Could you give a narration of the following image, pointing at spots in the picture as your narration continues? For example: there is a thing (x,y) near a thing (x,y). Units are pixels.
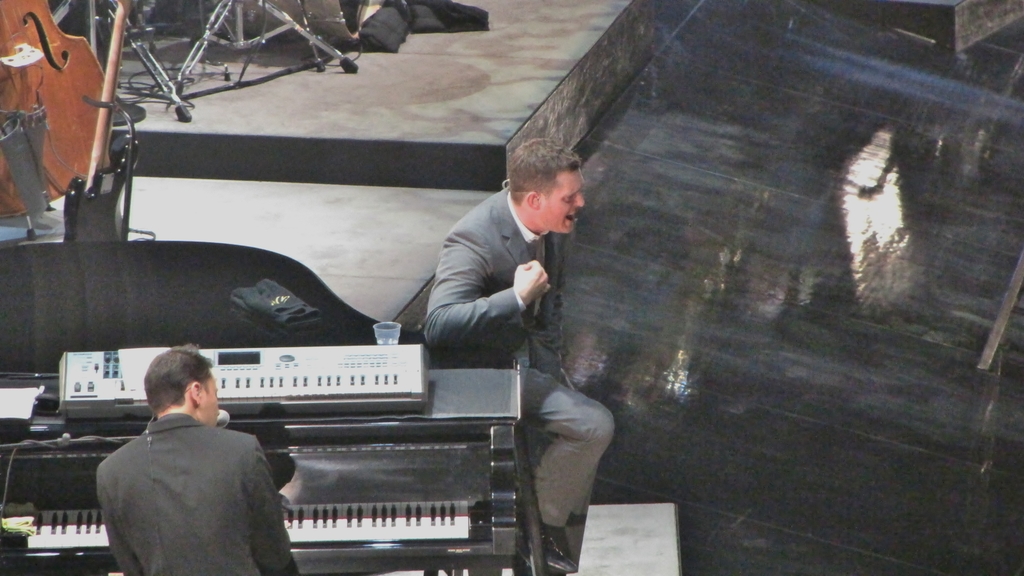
This image is clicked in a musical concert. There are two men (498,301), one is sitting in the middle (518,352) and the other one is in the bottom side (162,511). He is playing guitar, sorry keyboard (310,497). There is guitar (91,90) on the top left corner (54,132). There is Glass (391,331) on the keyboard instrument (402,356).
